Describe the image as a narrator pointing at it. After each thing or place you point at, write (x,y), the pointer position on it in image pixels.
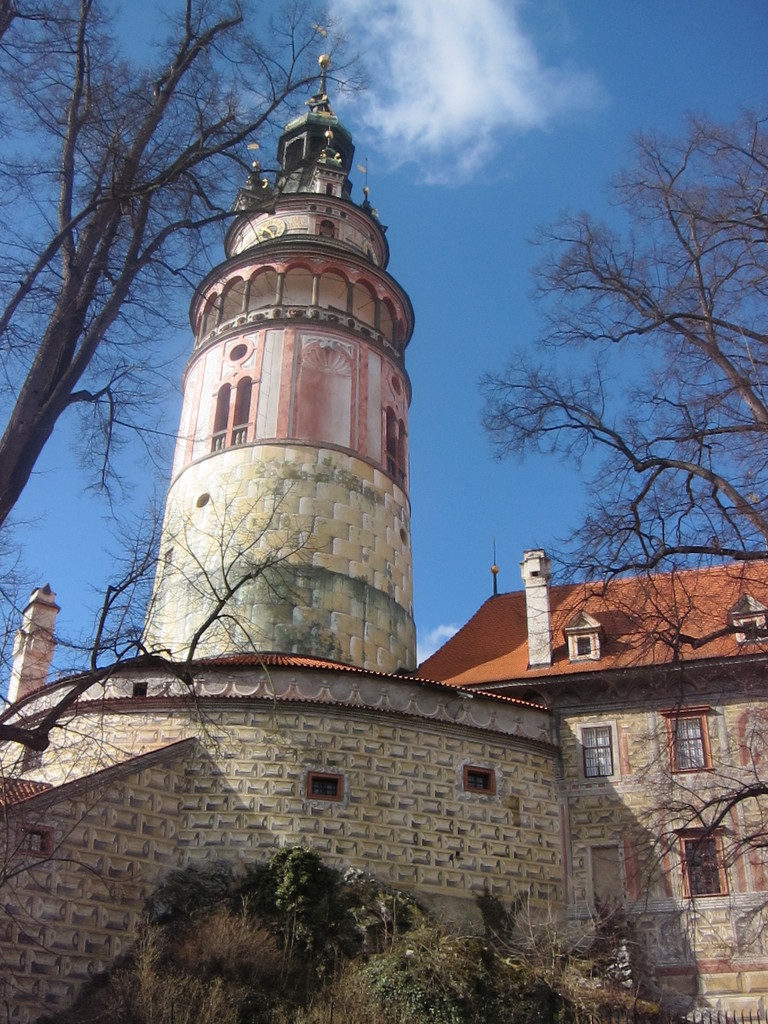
In this image I can see few buildings (516,830) in cream and white color. Background (533,44) I can see few dried trees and the sky (492,181) is in blue and white color.
